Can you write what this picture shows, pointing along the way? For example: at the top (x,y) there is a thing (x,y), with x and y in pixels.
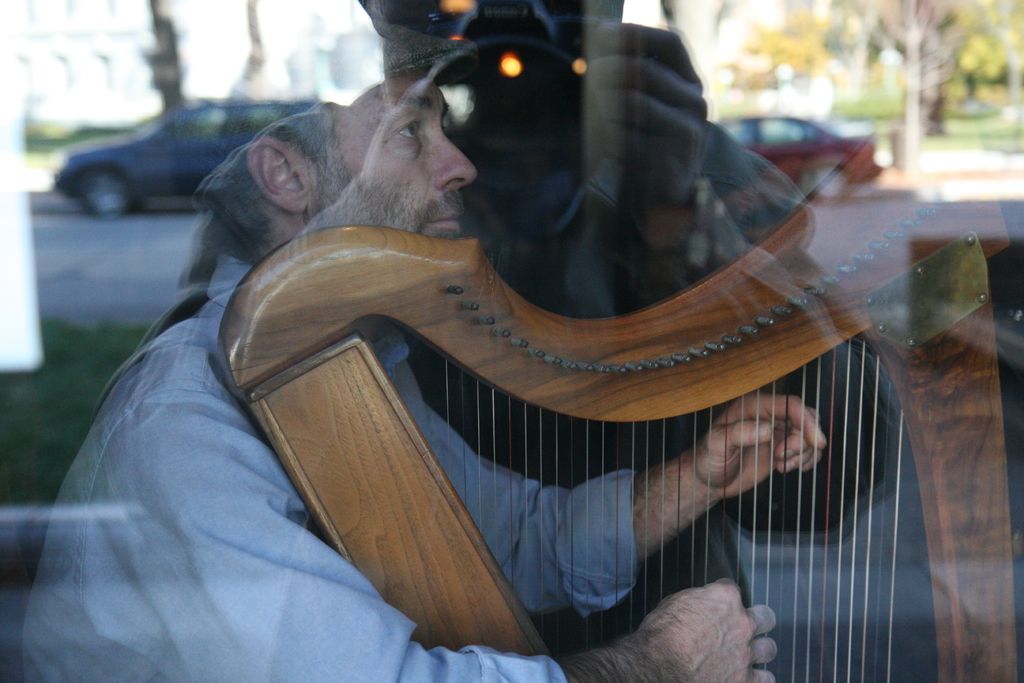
In the center of the image (655,383) there is a person (321,623) playing a musical instrument (511,348). There is glass (542,52) in which we can see a reflection (598,140) of a person (634,96), cars (840,155), trees (906,72).
